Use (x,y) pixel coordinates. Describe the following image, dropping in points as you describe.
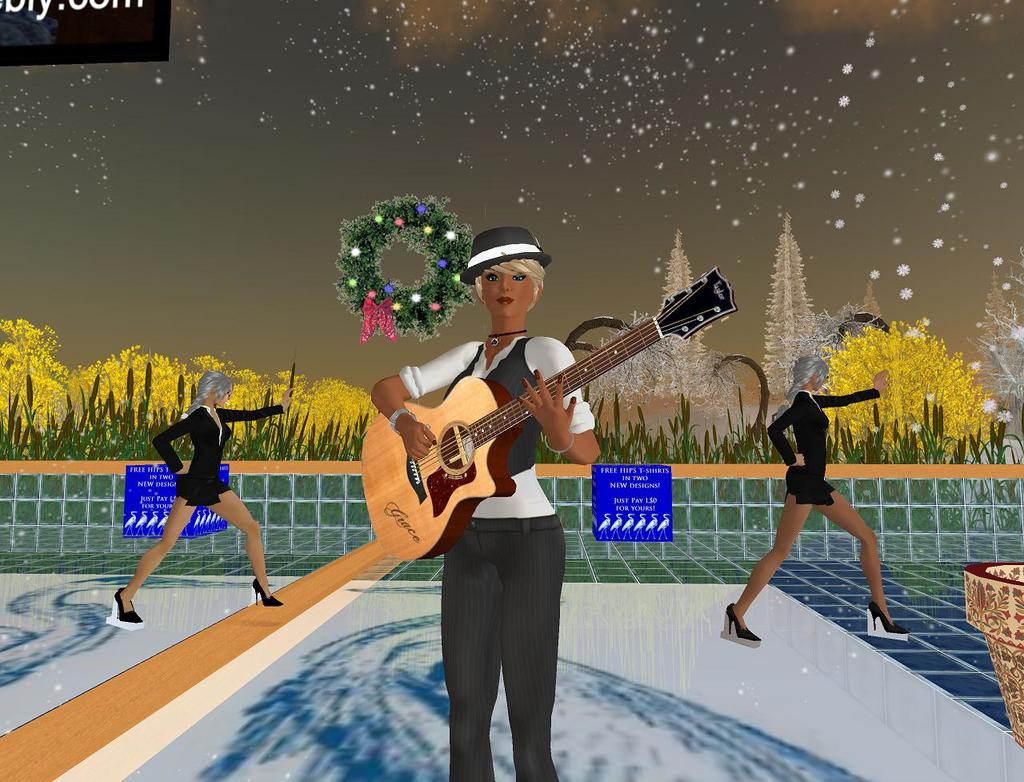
In this image I can see the digital art of a woman (541,413) wearing white dress (546,350), black jacket (516,368) and black pant (489,564) is standing and holding a guitar (366,480) in her hand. In the background (551,308) I can see two other women (188,413) standing on the floor (804,562), few trees (807,336), few flowers (158,401) which are yellow in color, some snow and the sky (257,178).
